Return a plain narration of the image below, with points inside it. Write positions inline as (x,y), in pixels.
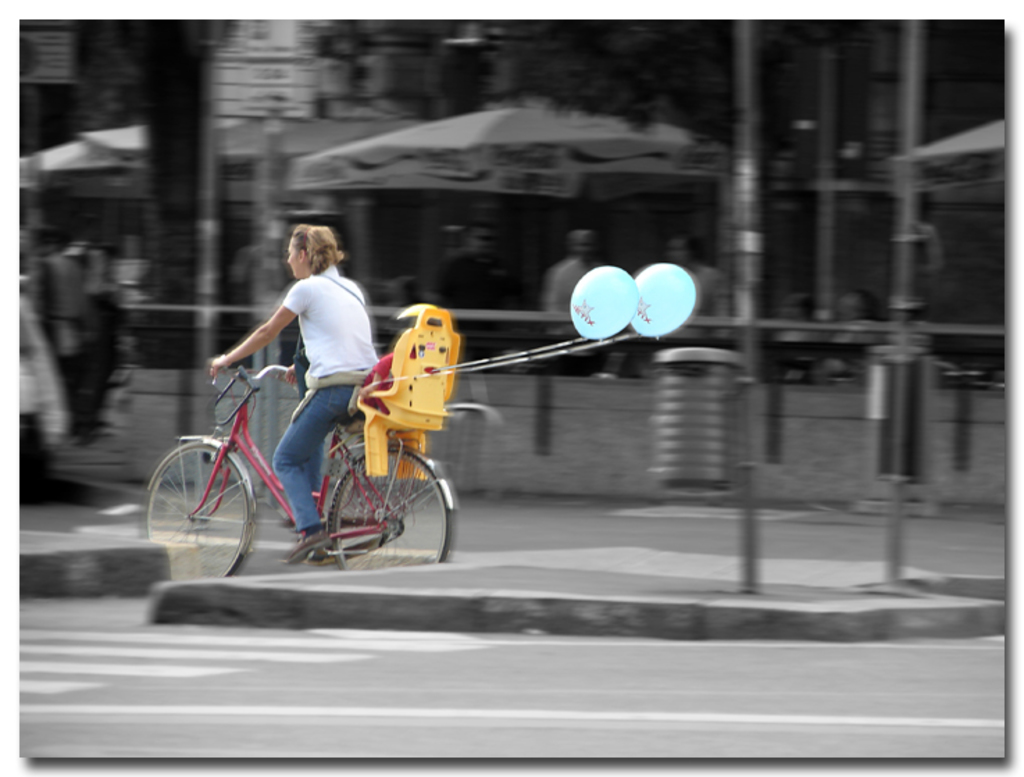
In this image there is a lady person (312,425) who is riding a bicycle (325,468) and there is a chair (389,432) which is attached to the bicycle (345,444) and there are two blue color balloons (625,318) which are attached to chair (418,394) and at the background (493,333) there are group of people (576,240), trees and buildings (841,131).
